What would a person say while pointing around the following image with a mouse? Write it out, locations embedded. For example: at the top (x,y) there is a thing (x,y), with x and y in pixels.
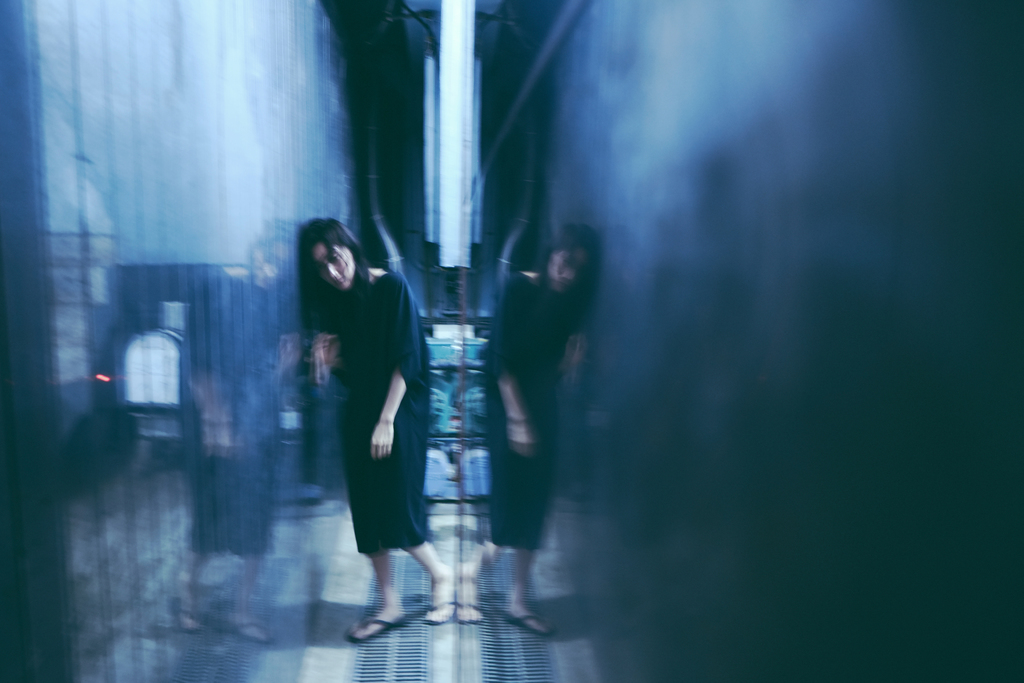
In this picture I can see a woman (396,408) in the center (396,349) who is standing and I see that she is wearing black color dress (348,337) and I can see the reflection (215,411) of her on both the sides. In the background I can see the white color thing (455,176).
